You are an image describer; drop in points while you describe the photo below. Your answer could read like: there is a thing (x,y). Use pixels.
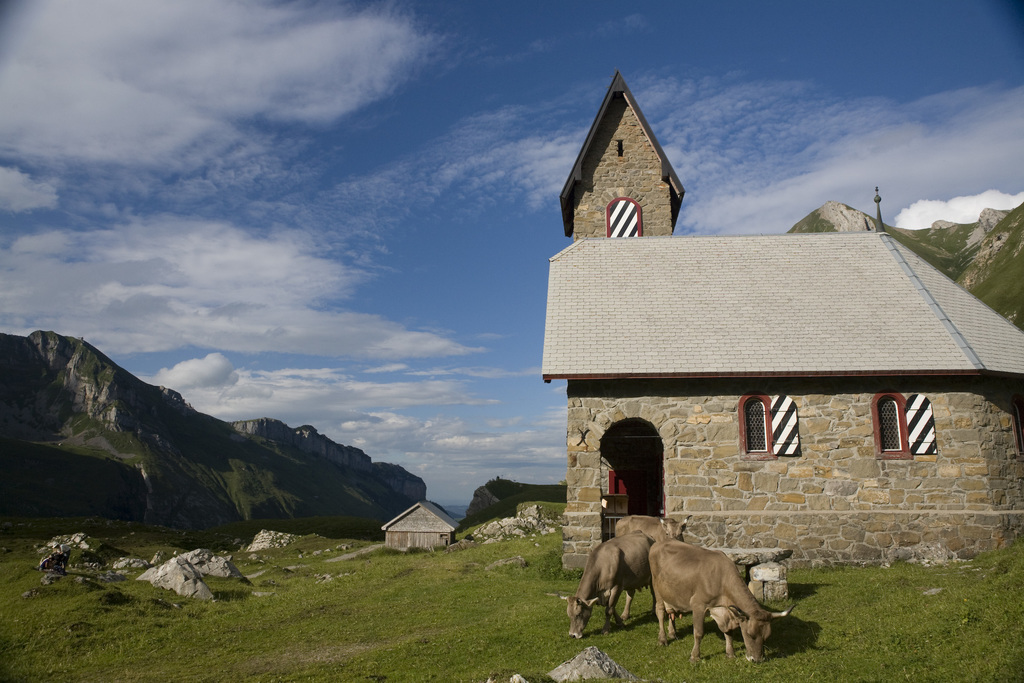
In this picture I can see at the bottom (650,553) three cows (658,603) are grazing. On the right side (715,511) it looks like a house (692,403), on the left side (245,447) there are hills (395,482), at the top (400,194) there is the sky (408,185).
